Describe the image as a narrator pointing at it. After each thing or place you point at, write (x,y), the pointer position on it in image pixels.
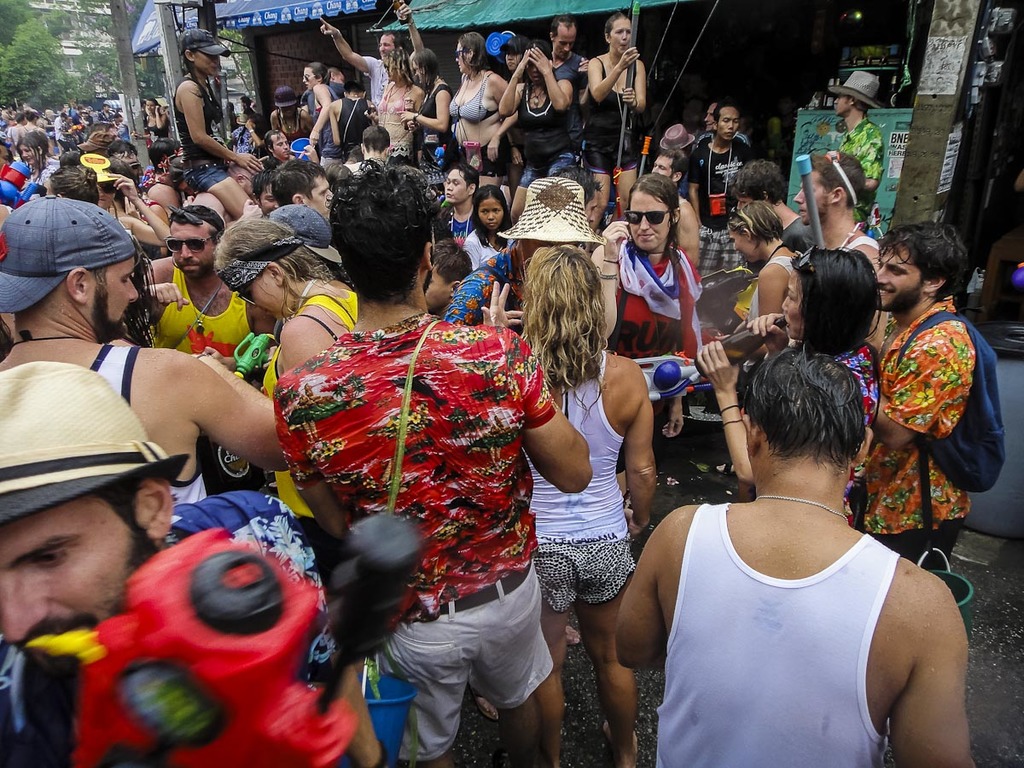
In the image I can see a group of people (425,334) are standing among them some are holding objects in hands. In the background (125,92) I can see trees (112,71), building (74,38) and some other objects (126,109).
